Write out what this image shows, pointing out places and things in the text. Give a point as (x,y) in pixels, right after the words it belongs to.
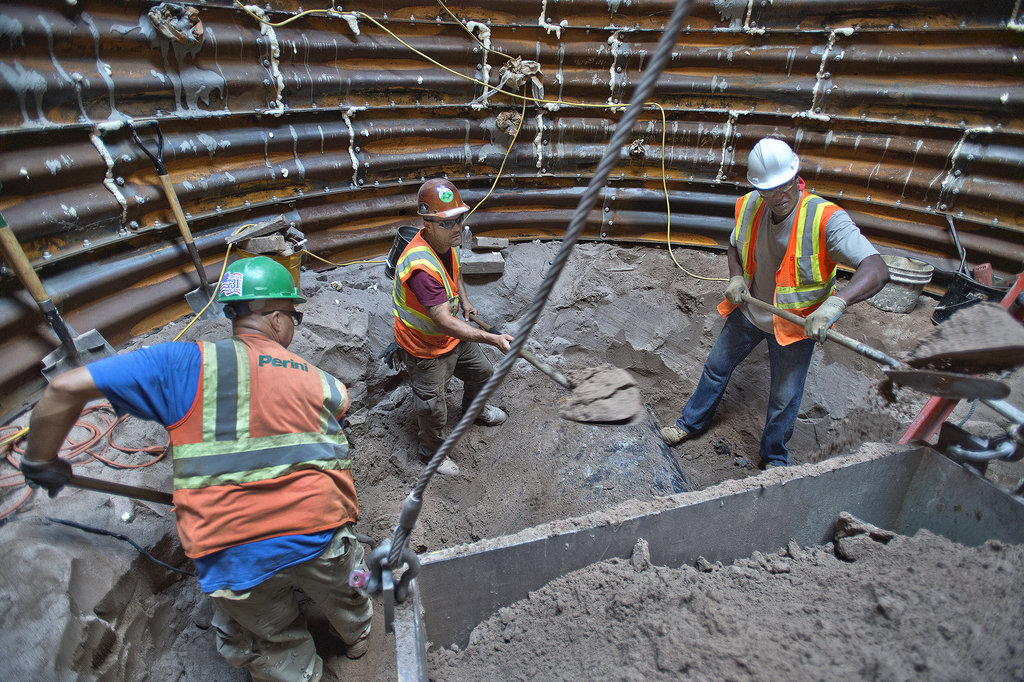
This is metal wall (845,81). These people (798,272) wear safety vests (815,243), helmets (795,164) and holding objects (982,333). This container (723,490) is attached to this rope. In this container (810,497) there is a sand (793,581). Backside of these people (457,258) we can see buckets (971,282), bottle (469,243) and things (481,239).
